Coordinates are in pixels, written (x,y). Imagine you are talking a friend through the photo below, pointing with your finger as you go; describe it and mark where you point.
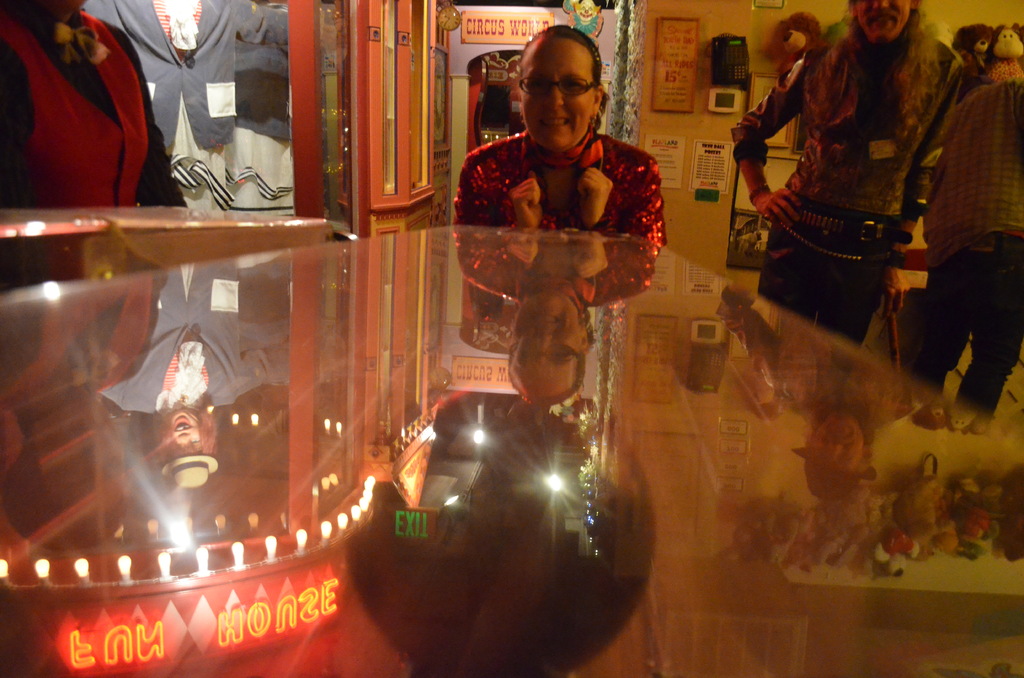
In this picture we can observe a woman (512,167) smiling, wearing red color dress (478,194). She is wearing spectacles (549,82). On the right side (986,162) there are two members (866,198) standing. On the left side (95,75) there is a person (45,113) standing. We can observe a black color ball (396,542) in this picture. In the background (694,104) there is a wall (686,186) and some papers (692,166) were stuck to the wall (646,80).
